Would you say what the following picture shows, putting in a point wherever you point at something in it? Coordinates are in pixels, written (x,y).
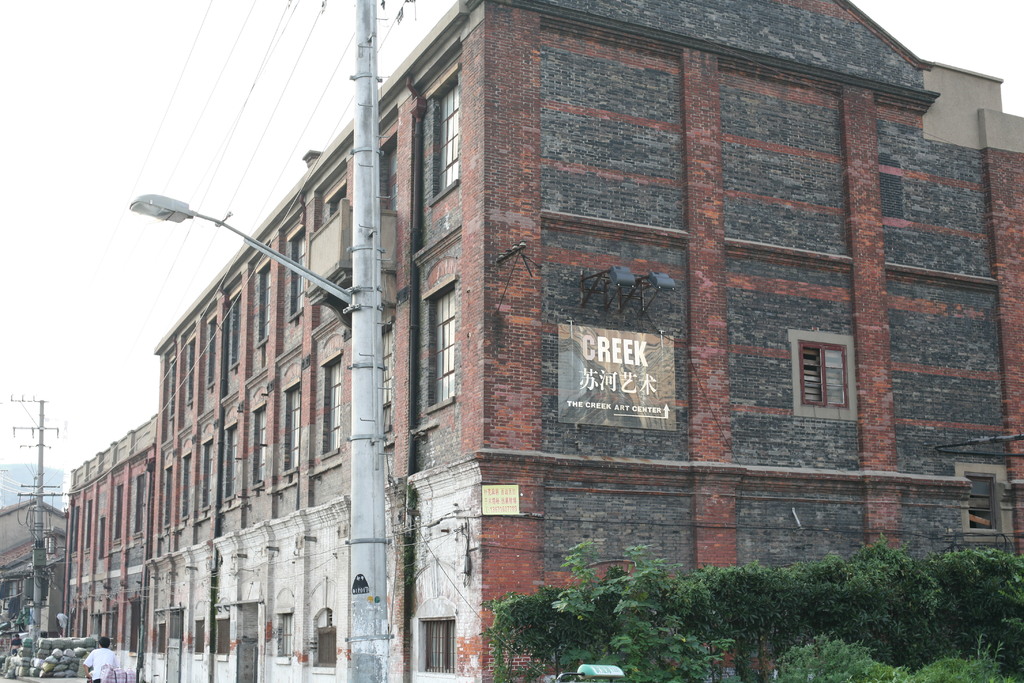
In this image, we can see street poles (41,536) in front of buildings (148,463). There are trees (991,564) in the bottom right of the image (1008,601). There is a person (102,661) in the bottom left of the image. At the top of the image (321,61), we can see the sky (323,65).
